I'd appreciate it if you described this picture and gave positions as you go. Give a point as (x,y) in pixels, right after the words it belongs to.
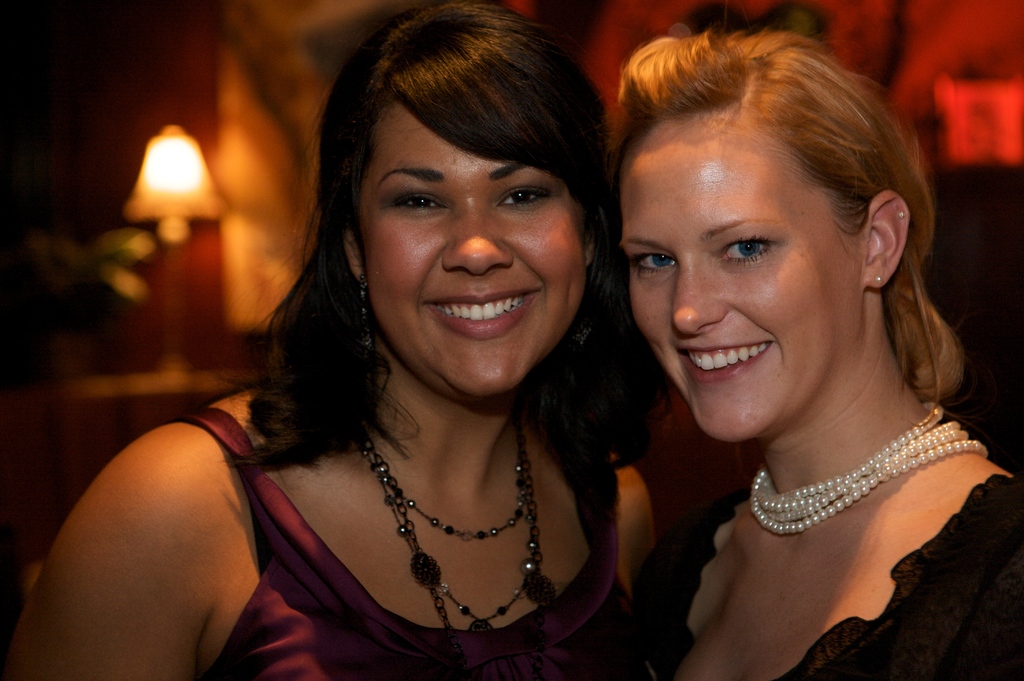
In this picture there are two women (903,412) smiling. In the background of the image (134,212) it is blurry and we can see lamp (203,175).
